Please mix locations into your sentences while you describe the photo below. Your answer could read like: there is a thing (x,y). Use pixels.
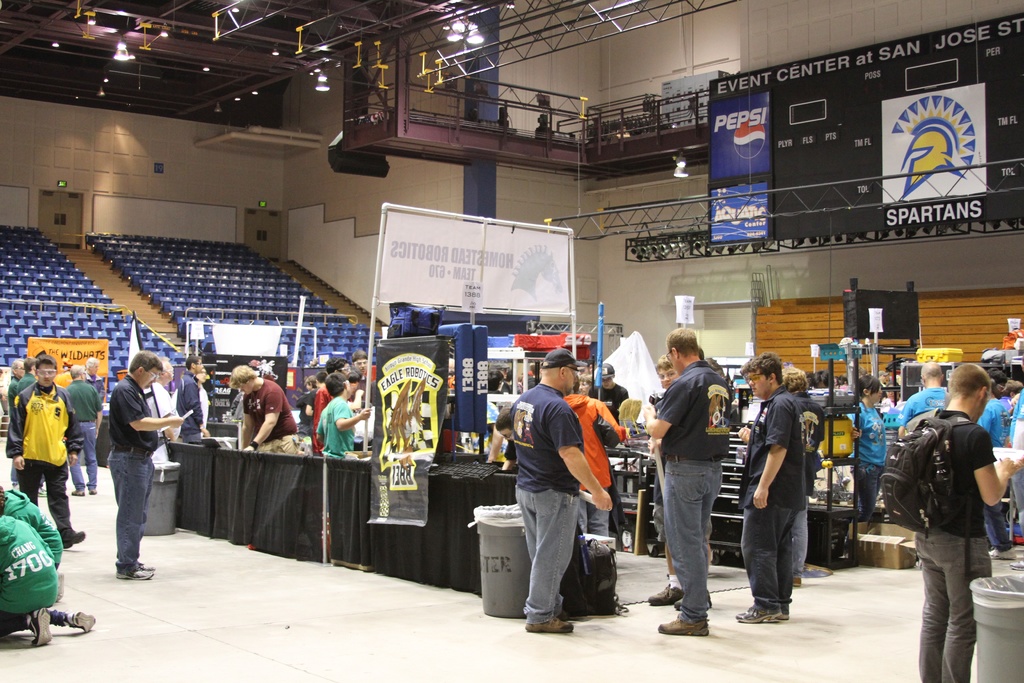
In this picture we can see some people (126,436) standing, there are some tables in the middle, at the right bottom (1016,624) there is a dustbin (993,619), we can see a cardboard box (880,549) on the right side (889,536), on the left side (34,279) there are some chairs (55,320) and stairs (126,292), we can see a board (486,277) in the middle (473,274), there is a banner (408,432) behind the table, at the right top of the image (918,150) we can see a board (960,138), there are lights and metal rods (356,37) at the top of the picture (389,37).
